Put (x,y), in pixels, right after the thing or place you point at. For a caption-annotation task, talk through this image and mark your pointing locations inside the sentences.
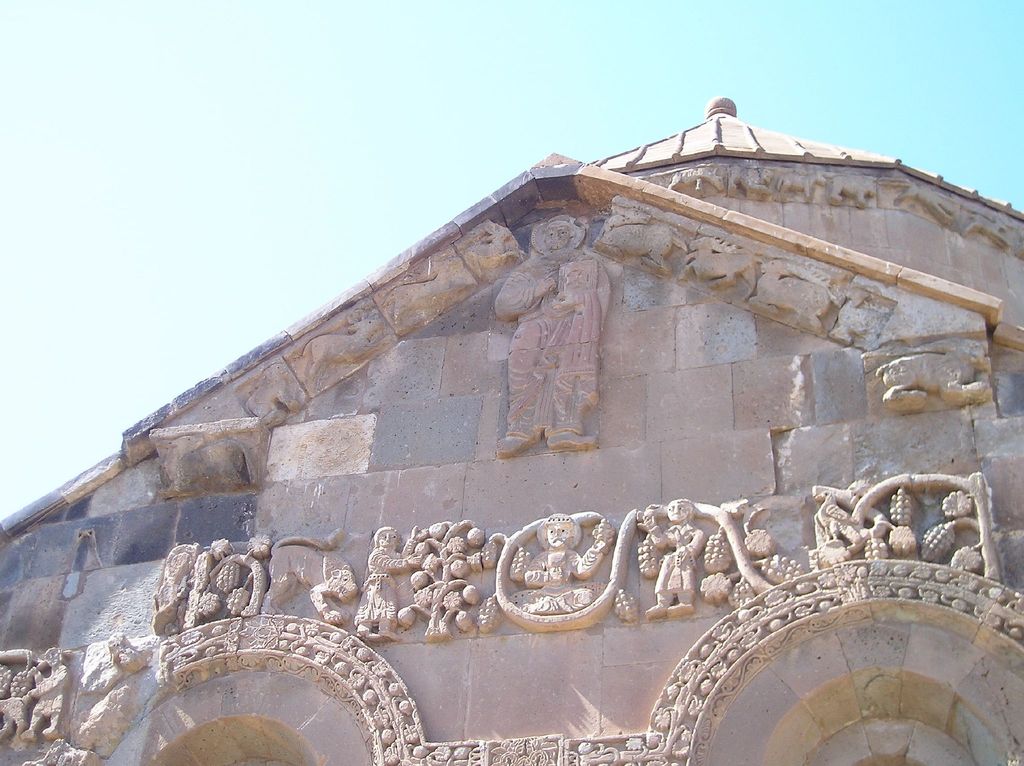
In this image I can see a part of a building (361,535). There are some sculptures (512,554) on the wall (692,386). At the top of the image (322,128) I can see the sky (136,218).
